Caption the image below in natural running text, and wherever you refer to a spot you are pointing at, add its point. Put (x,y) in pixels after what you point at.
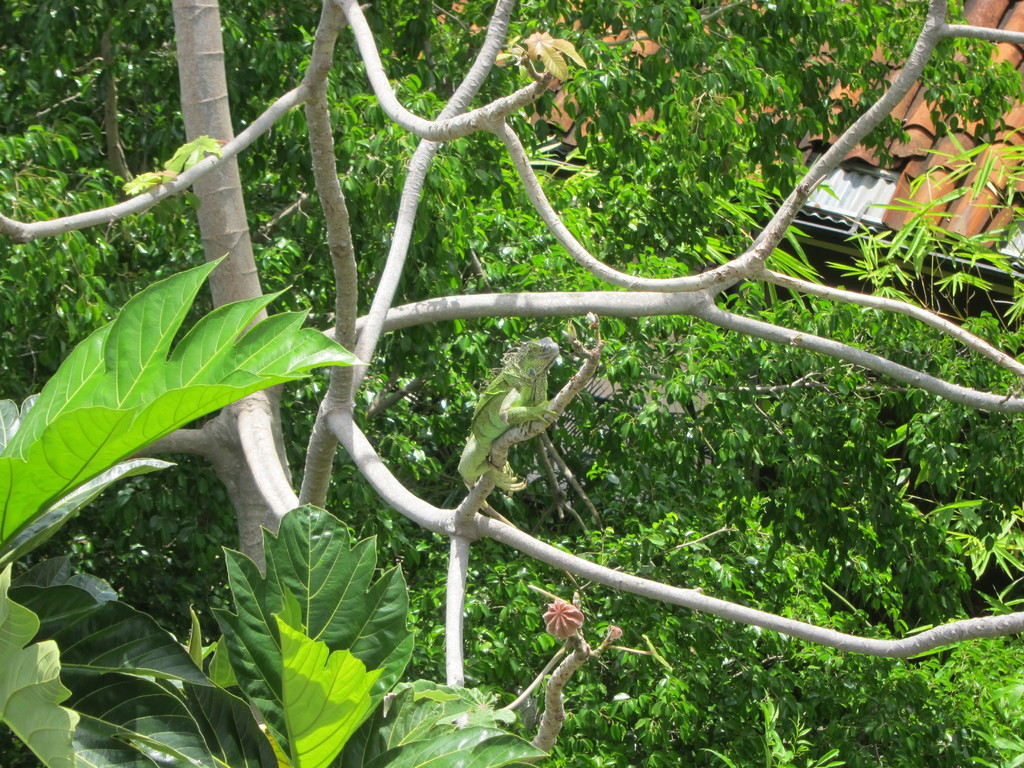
In this image I can see few trees (578,516) which are green in color and on the tree (470,508) I can see a reptile (524,401) which is green in color. I can see the roof (946,174) of the building (949,152) which is brown in color.
